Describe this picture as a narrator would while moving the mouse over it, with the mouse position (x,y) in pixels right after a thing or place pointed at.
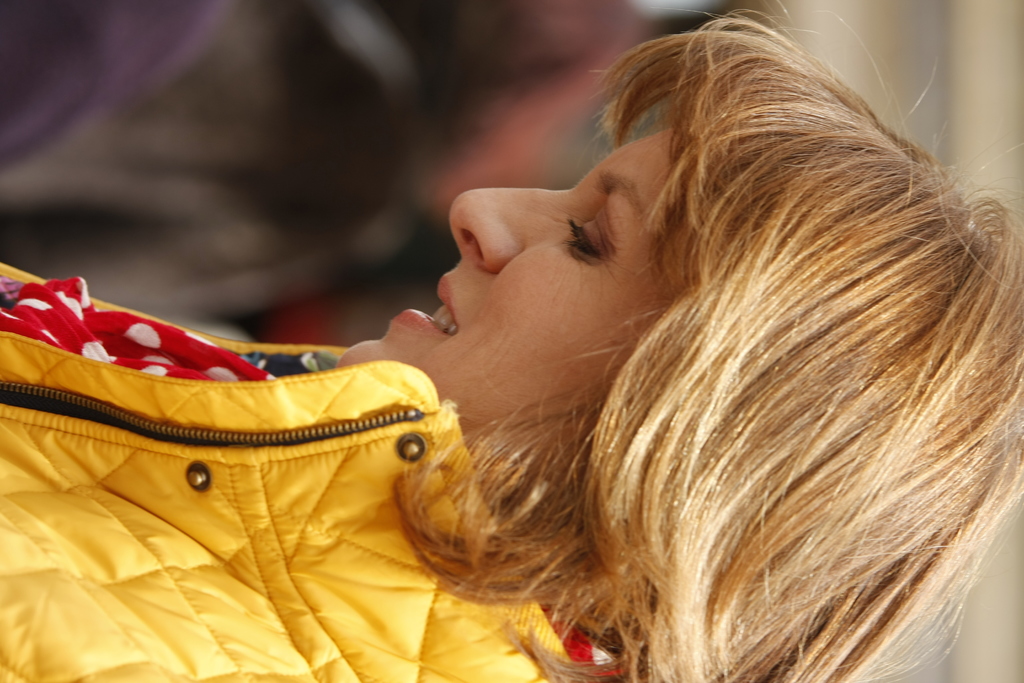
In this picture we can see a woman (579,449), and she wore a yellow color jacket (307,474).
